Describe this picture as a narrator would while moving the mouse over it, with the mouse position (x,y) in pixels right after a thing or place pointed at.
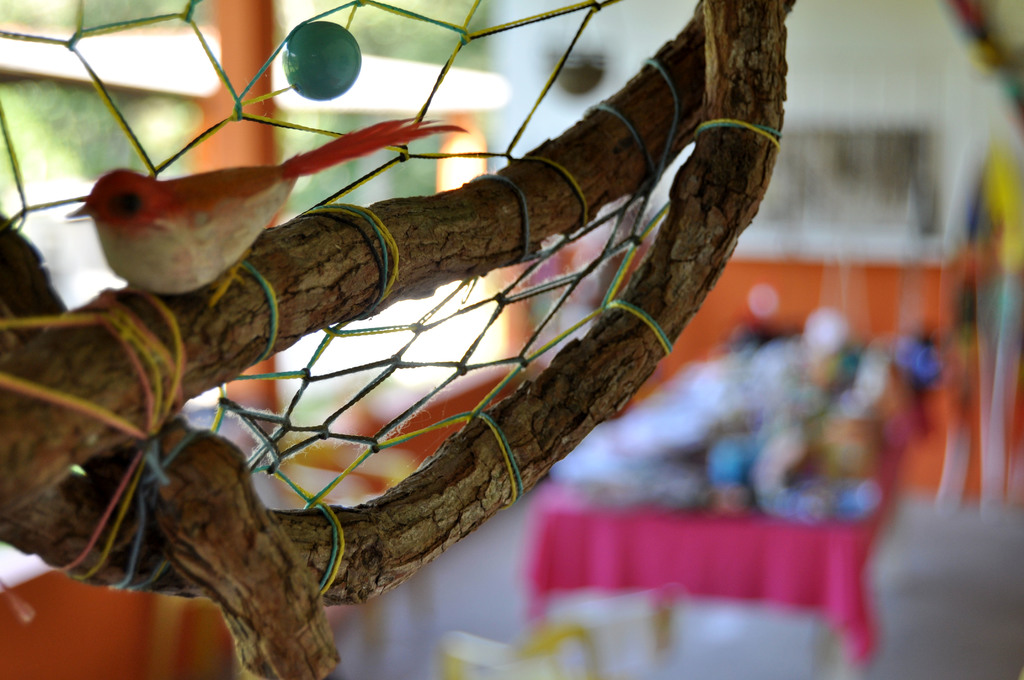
In this image I can see there is a toy bird (179,239) sitting on the branch (609,183) of a tree (234,484) and the backdrop of the image (417,77) is blurred.
